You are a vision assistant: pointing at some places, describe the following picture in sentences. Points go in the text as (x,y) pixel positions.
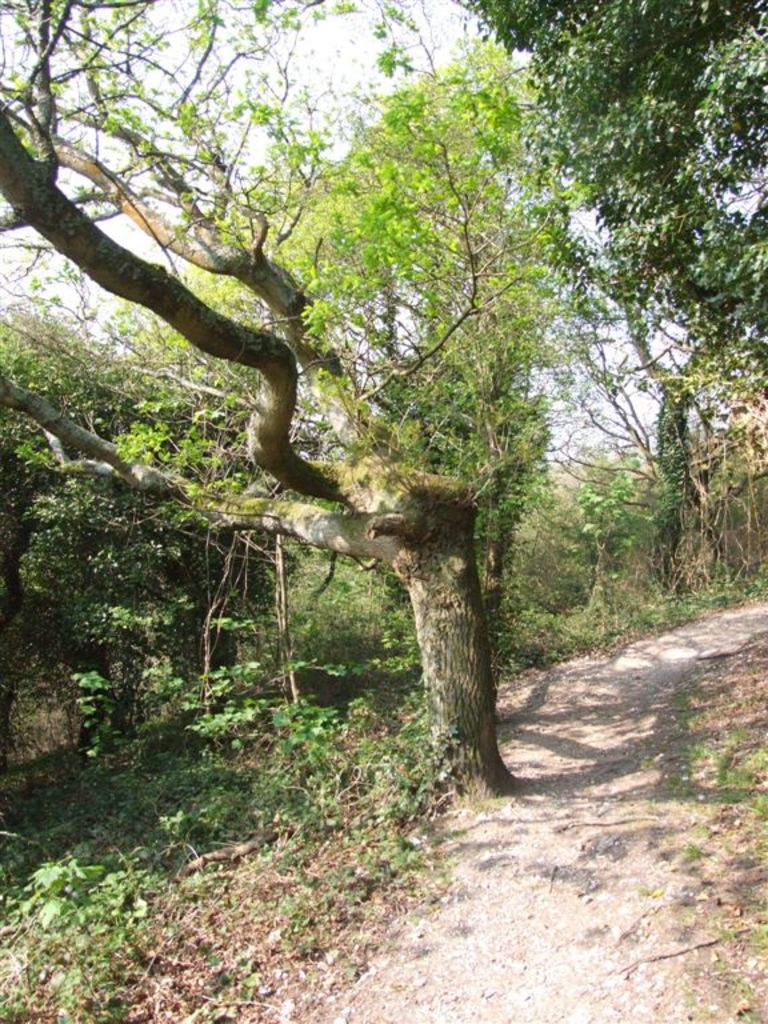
In this picture we can see trees (552,529), at the bottom (243,872) there are plants (224,722), we can see the sky (359,104) at the top of the picture (331,48).
